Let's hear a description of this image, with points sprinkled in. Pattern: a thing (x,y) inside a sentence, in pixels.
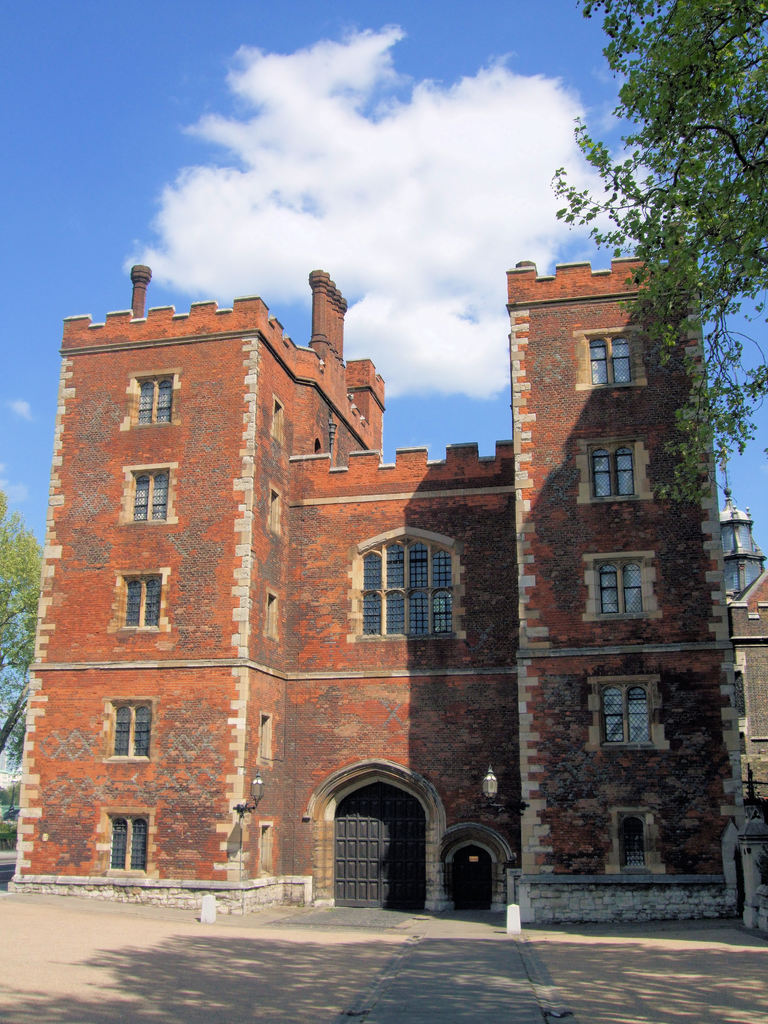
In the center of the image (337,460), we can see a building (679,710) and in the background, there are trees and lights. At the top (512,172), there are clouds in the sky (6,182) and at the bottom (333,975), there is a road (495,934).
